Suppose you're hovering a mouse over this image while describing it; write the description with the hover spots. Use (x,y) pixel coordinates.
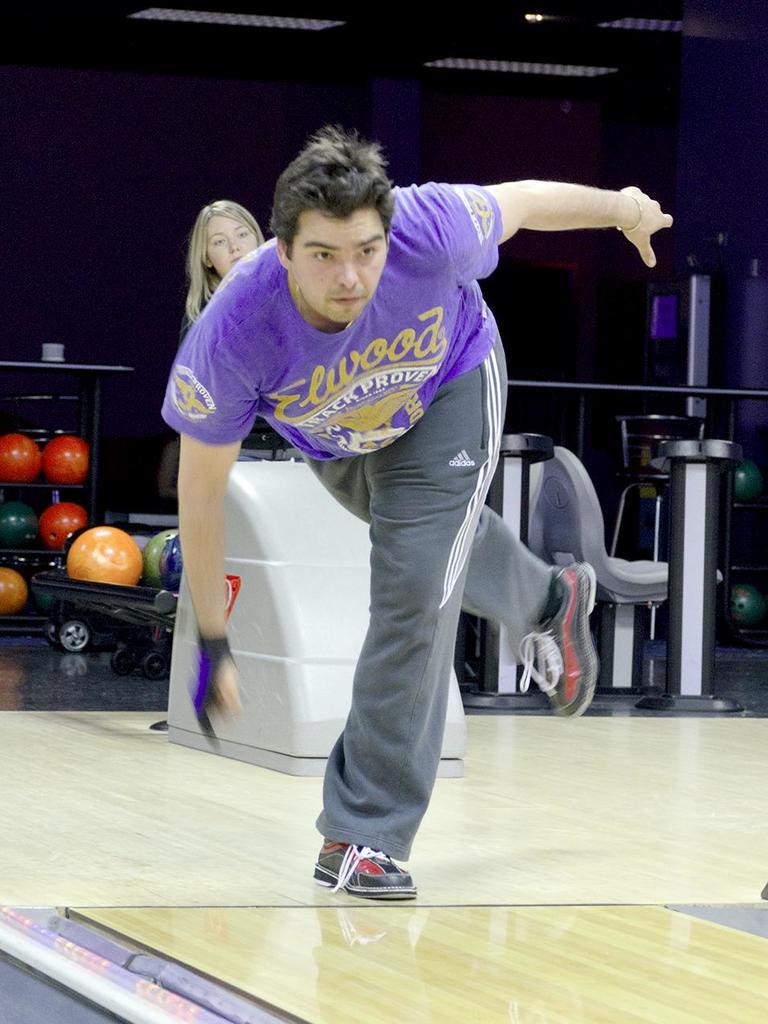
In this image we can see this person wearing violet color T-shirt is standing here. In the background (117,481), we can see a woman (210,250) standing, we can see balls (99,531) and a few more objects (47,425) and the background of the image (754,151) is dark.
